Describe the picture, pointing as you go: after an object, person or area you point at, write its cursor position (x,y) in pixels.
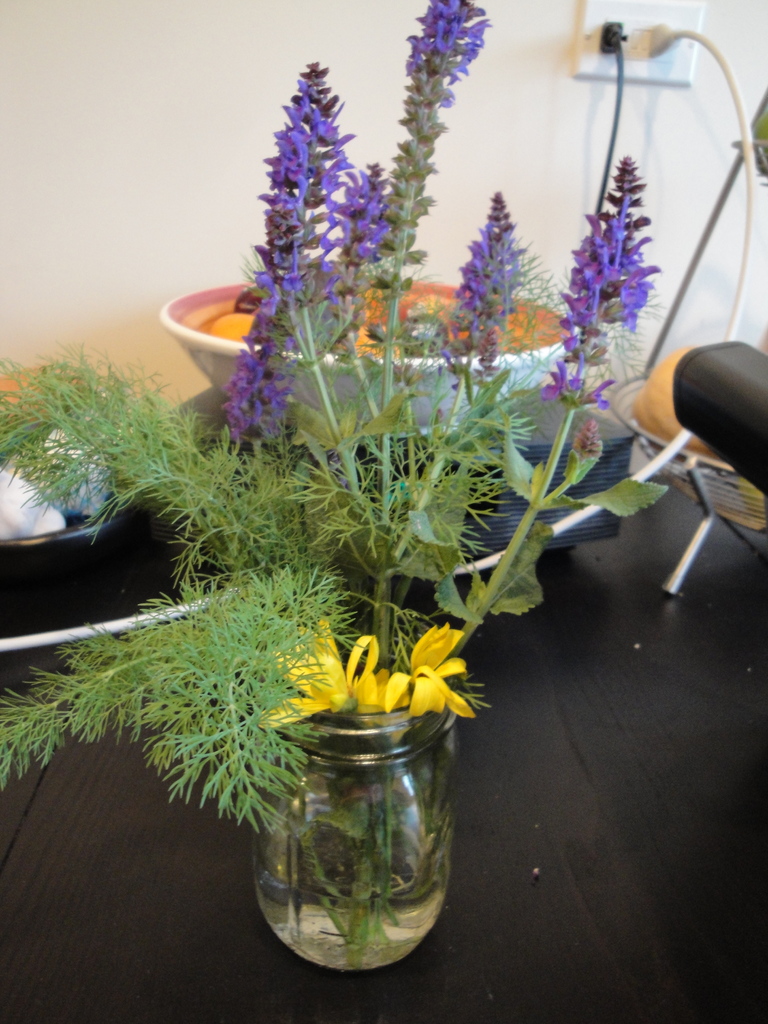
This picture shows a plant (237,541) with flower (322,676) in the bottle (290,851) on the table (641,673).
